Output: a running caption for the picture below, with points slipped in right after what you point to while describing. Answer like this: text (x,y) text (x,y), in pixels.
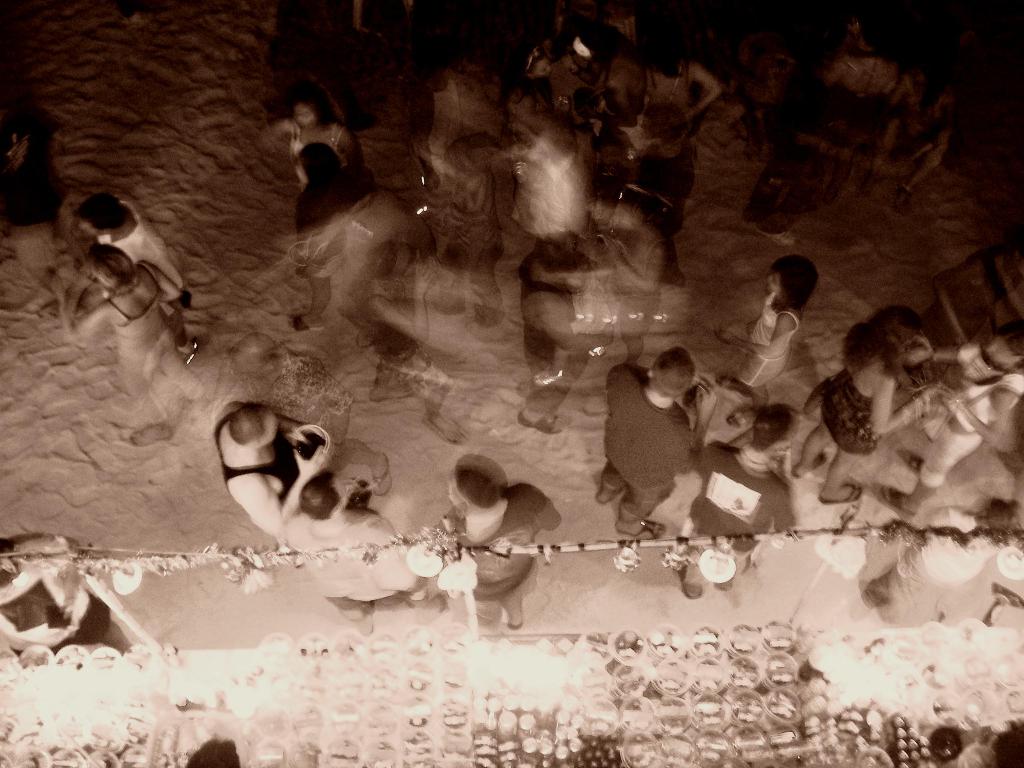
In this picture we can see a group of people (491,262) on the ground (402,460), here we can see lights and some objects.
